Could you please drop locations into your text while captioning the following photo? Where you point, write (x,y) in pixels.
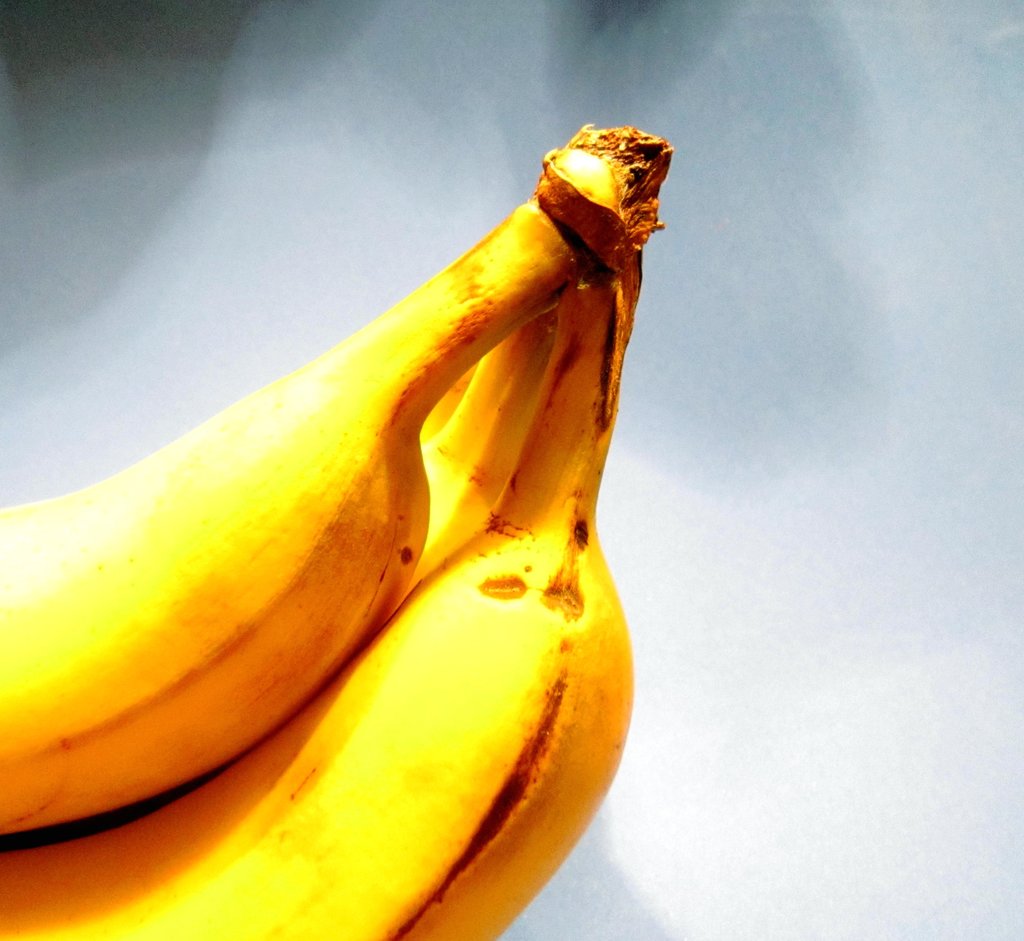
In this image there are bananas (88,918) on the floor (815,637).
